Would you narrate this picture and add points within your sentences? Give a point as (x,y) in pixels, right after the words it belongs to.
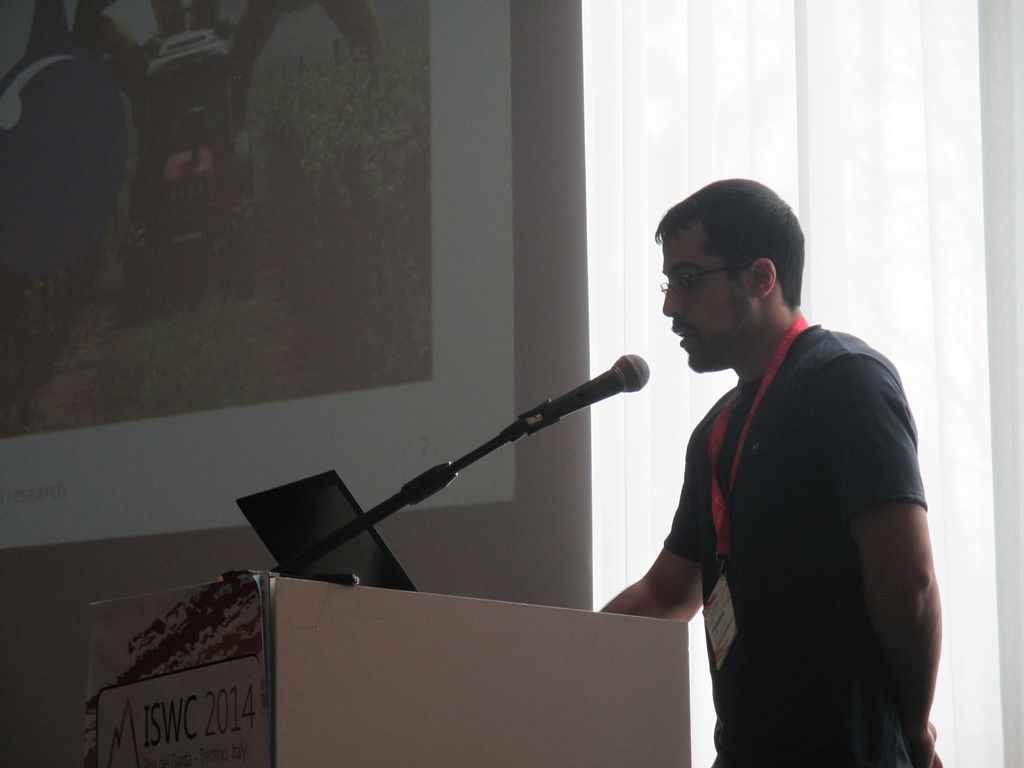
On the right side of the image (737,208) there is a person (691,571) talking in a mic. There is a podium (351,614). In the background of the image (500,340) there is a wall (528,169).
